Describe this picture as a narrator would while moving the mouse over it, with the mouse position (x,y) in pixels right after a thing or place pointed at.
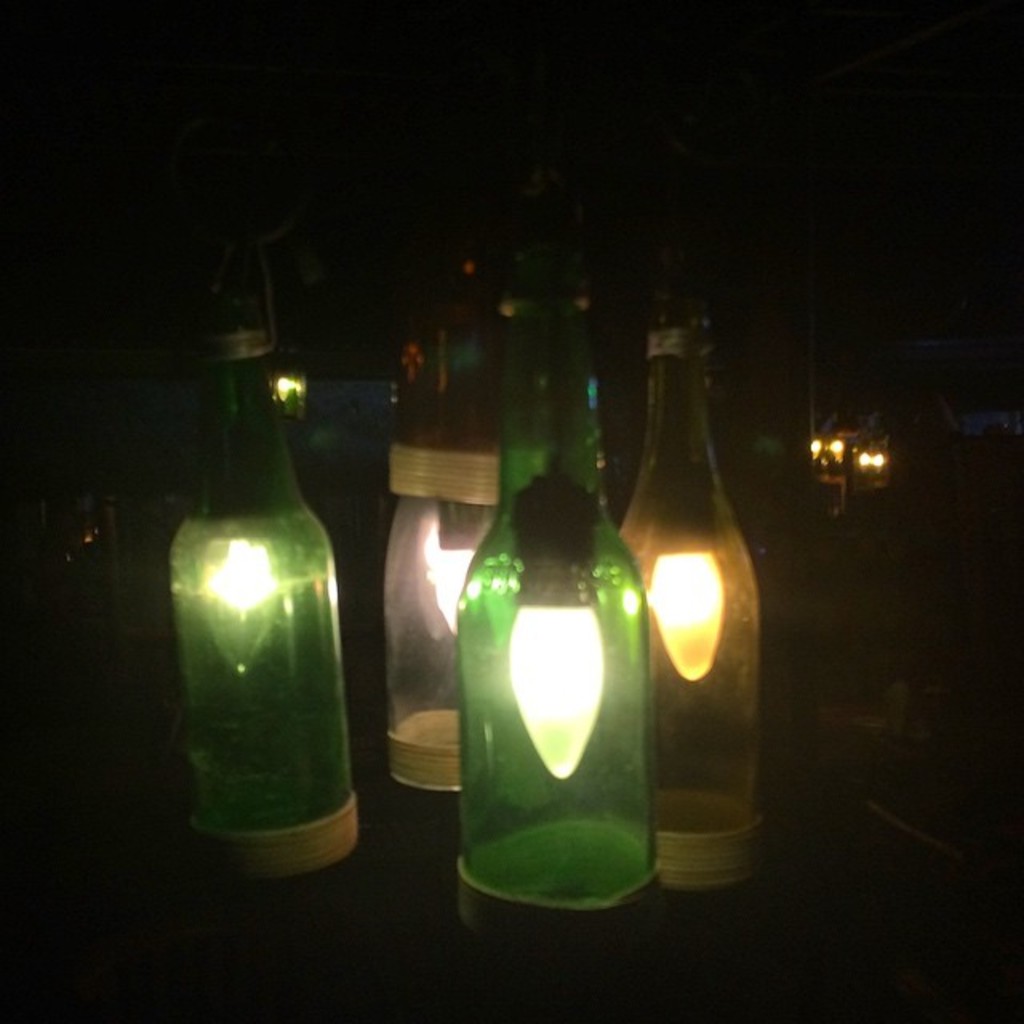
In this image we can see bottles (501,696). Inside the bottle (530,607) there is a bulb (537,712).
